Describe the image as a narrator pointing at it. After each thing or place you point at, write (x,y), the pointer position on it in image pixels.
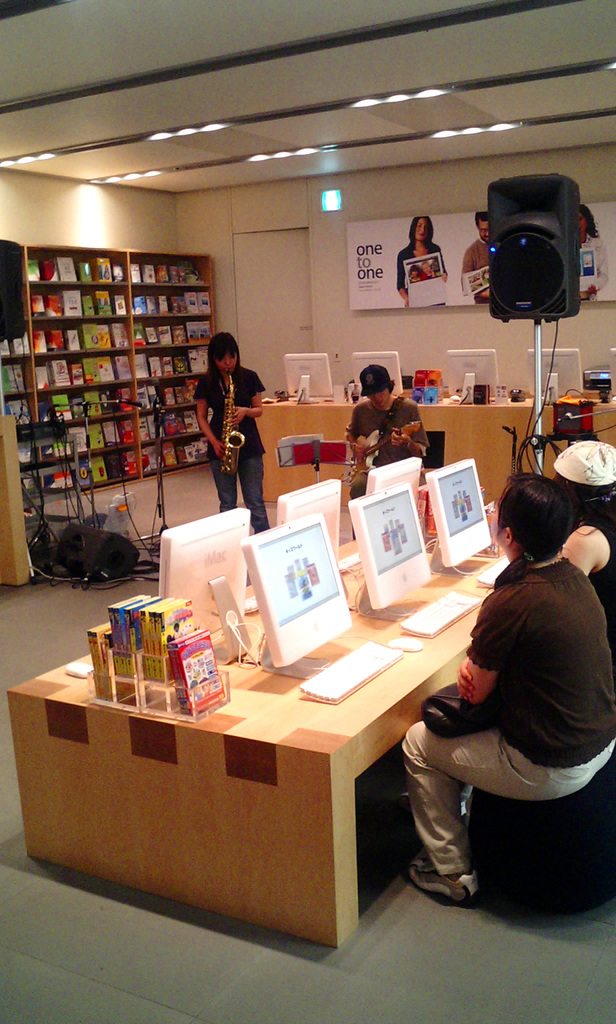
It is a work place (421,593), there are lot of systems (380,577) on the table (293,756) and there are two people (243,426) one person (219,385) is standing she is playing a saxophone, a man (371,426) is sitting he's playing guitar (384,442), to the left side (173,368) there is a shelf (39,358) there are a lot of books (100,334) in it, in the background (354,272) there is a white color wall (339,285), a banner (435,274), speaker (544,270), beside the banner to the left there is a door (267,303).
